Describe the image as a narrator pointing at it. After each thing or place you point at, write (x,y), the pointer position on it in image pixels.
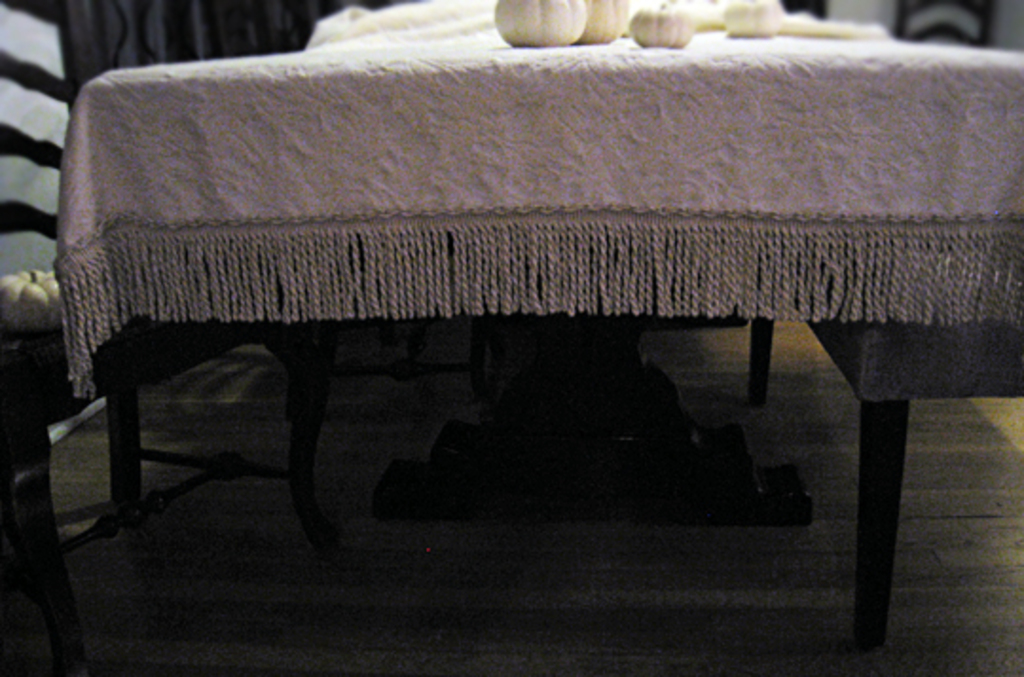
In this image I can see some food items (651,26) and a white cloth (674,147) on the table (386,225).
